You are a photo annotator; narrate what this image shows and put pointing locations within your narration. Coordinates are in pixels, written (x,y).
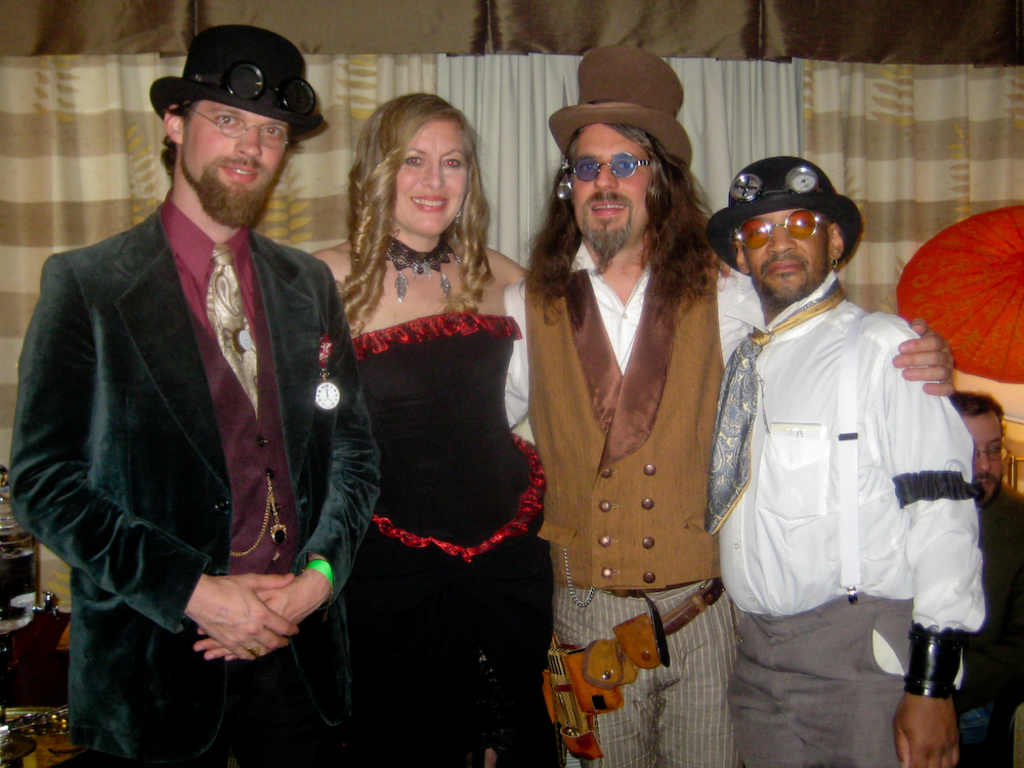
In this image we can see people (607,437) standing. They are all wearing costumes (826,177). In the background (783,136) there is a curtain (510,52). On the left (27,739) there is a stand (31,668). On the right (951,343) we can see a parasol (990,308). There is a man (999,634) sitting.
